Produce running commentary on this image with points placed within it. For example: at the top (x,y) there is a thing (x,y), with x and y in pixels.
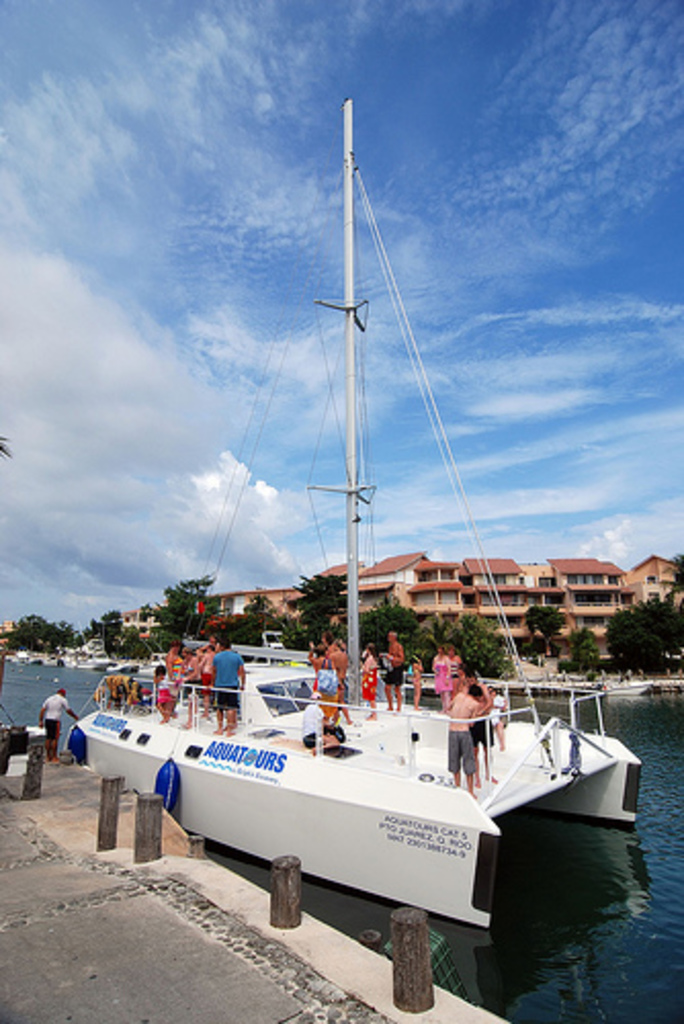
In this image there is a boat (454,855) on river (524,908), on that boat (407,846) there are people (370,688) standing, in the background (621,617) there are trees (548,629) houses (492,604) and the sky (430,278).
